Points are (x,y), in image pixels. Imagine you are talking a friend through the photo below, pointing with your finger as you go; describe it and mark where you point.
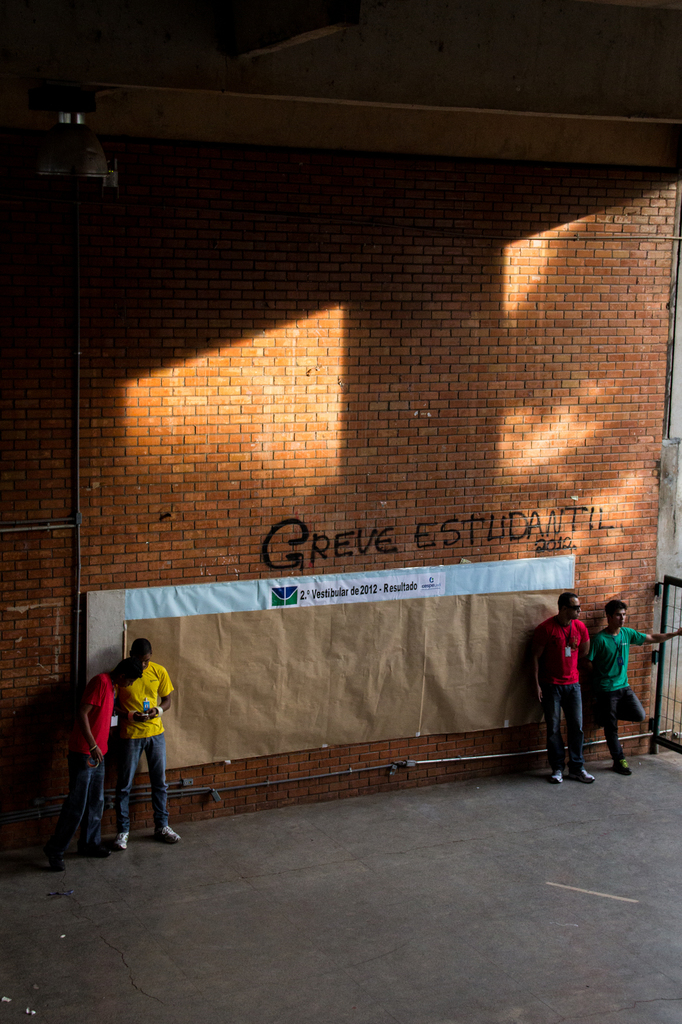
In this image, we can see a few people (557,733). We can see the brick wall (380,285) with some text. We can also see some posters (461,655) and an object (654,751) on the right (679,722). We can see the ground (651,773).
